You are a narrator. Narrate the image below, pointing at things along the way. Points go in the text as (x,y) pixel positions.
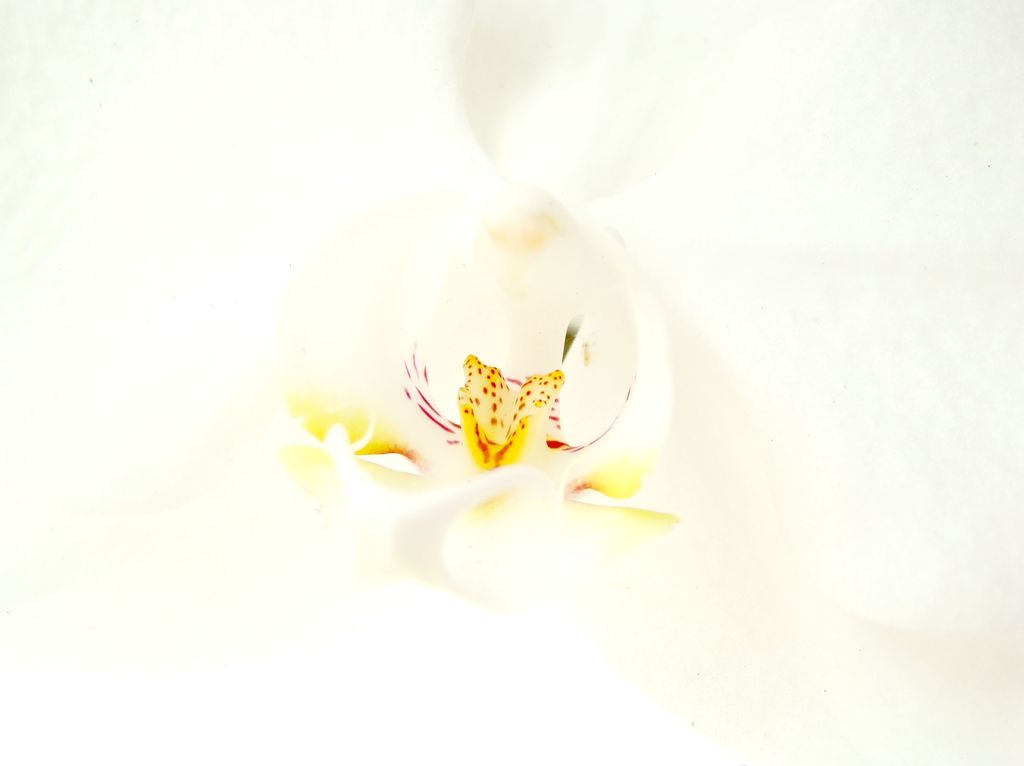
This picture shows a flower (473,337) which is white, yellow and red in color and we see a white background (266,683).
